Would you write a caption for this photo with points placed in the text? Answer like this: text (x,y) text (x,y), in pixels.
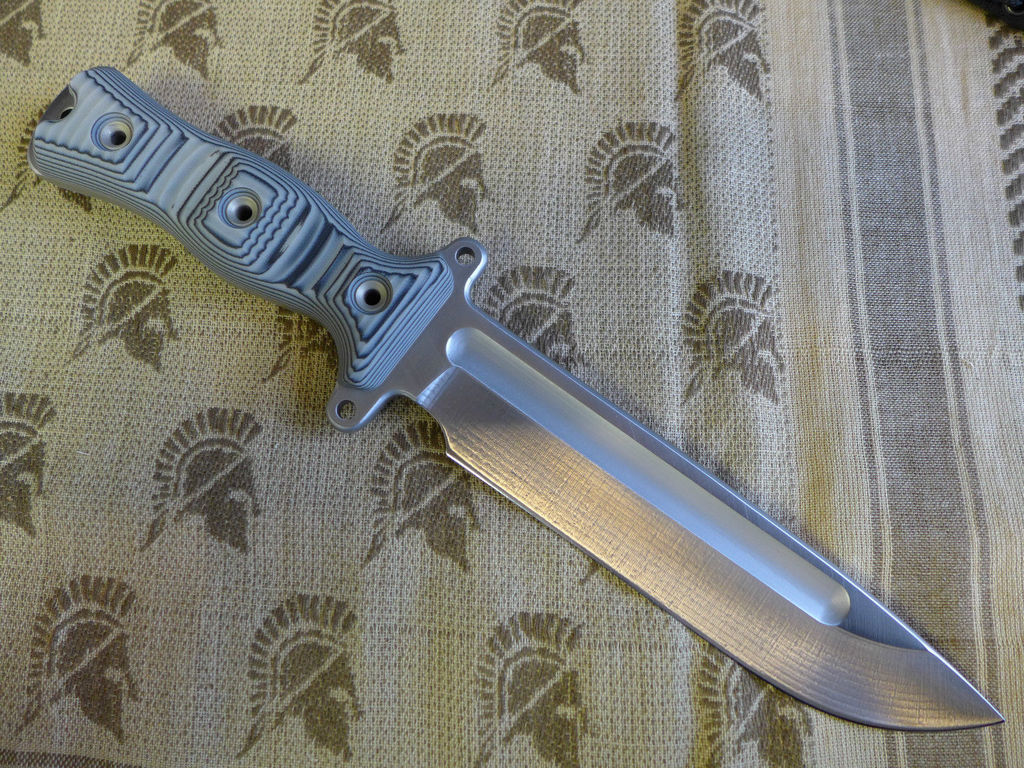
In this picture there is a knife (212,233) in the center of the image (474,343).
